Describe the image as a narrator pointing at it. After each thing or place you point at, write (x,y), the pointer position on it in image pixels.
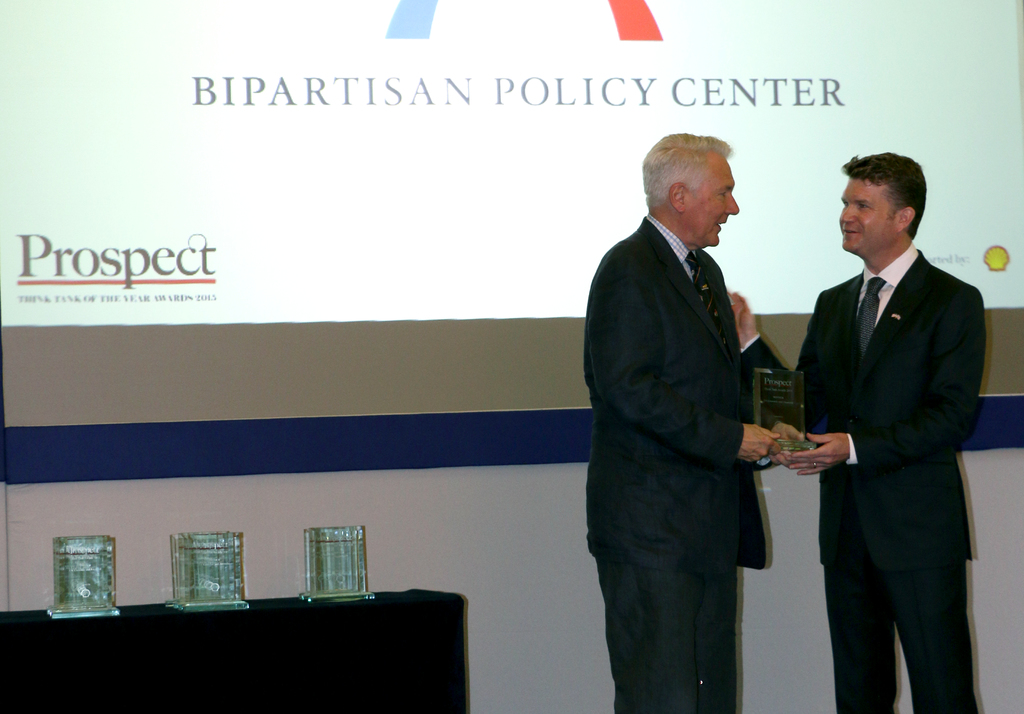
In this picture there are two men (869,525) who are holding the prize (764,417). They are standing near to the projector screen (560,281). In the bottom left corner (75,604) I can see some prize (60,600) which are kept on the table (109,661).
